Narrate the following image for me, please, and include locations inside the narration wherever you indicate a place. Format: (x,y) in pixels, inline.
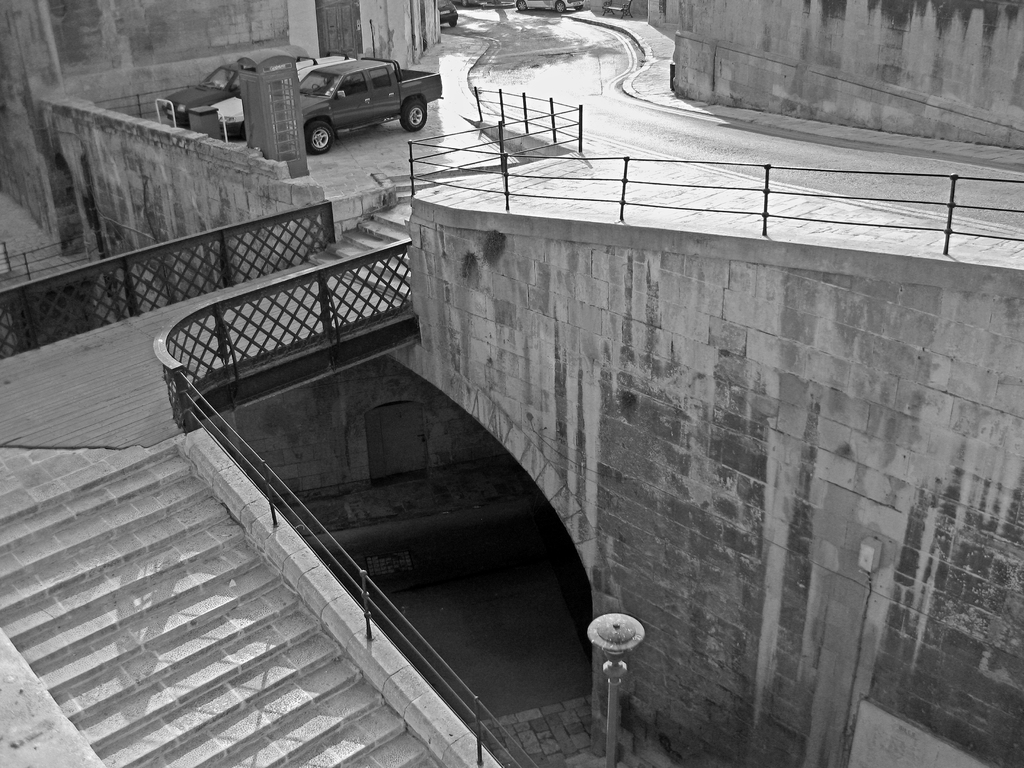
In this picture there is a black and white photograph of the steps (100,607) and the railing grills (230,354). Behind there is a concrete bridge (611,305) and some cars (360,107) are parked in the parking area (357,150). Behind there is a wall (191,67).
